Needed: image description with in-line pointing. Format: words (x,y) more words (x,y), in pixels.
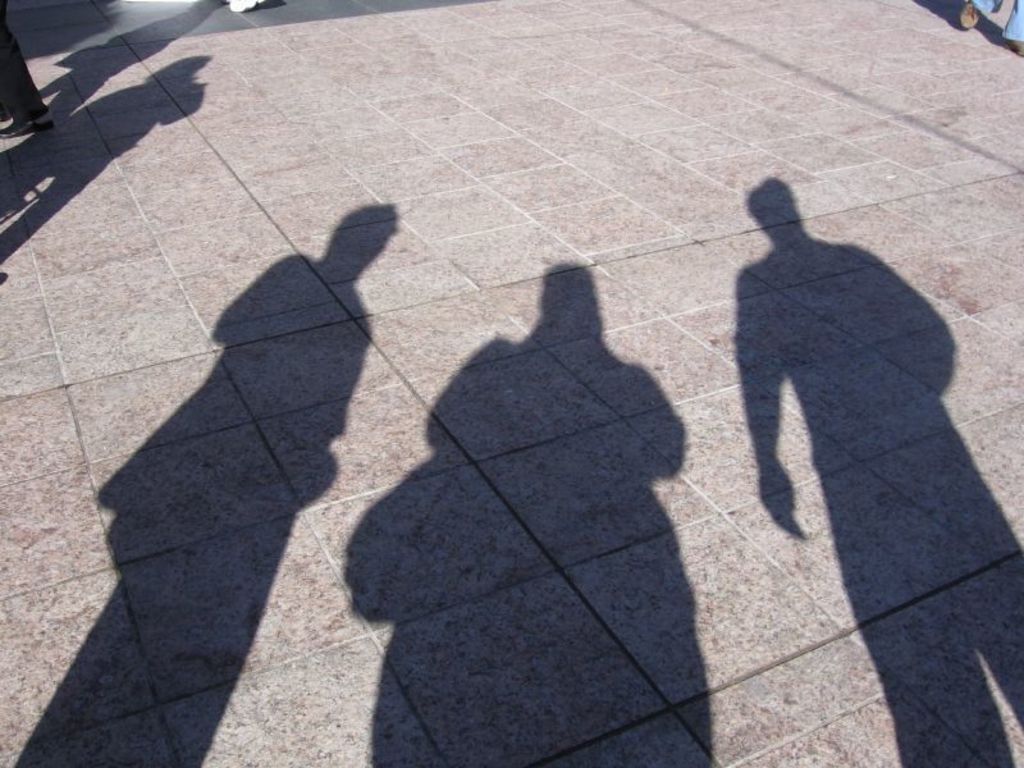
In this image we can see the shadow (359,243) of the three people (597,397). On the top left corner (19,75) we can see a person's leg (24,109) and on the top right side of the image (978,2) we can see there is a person (974,16).
